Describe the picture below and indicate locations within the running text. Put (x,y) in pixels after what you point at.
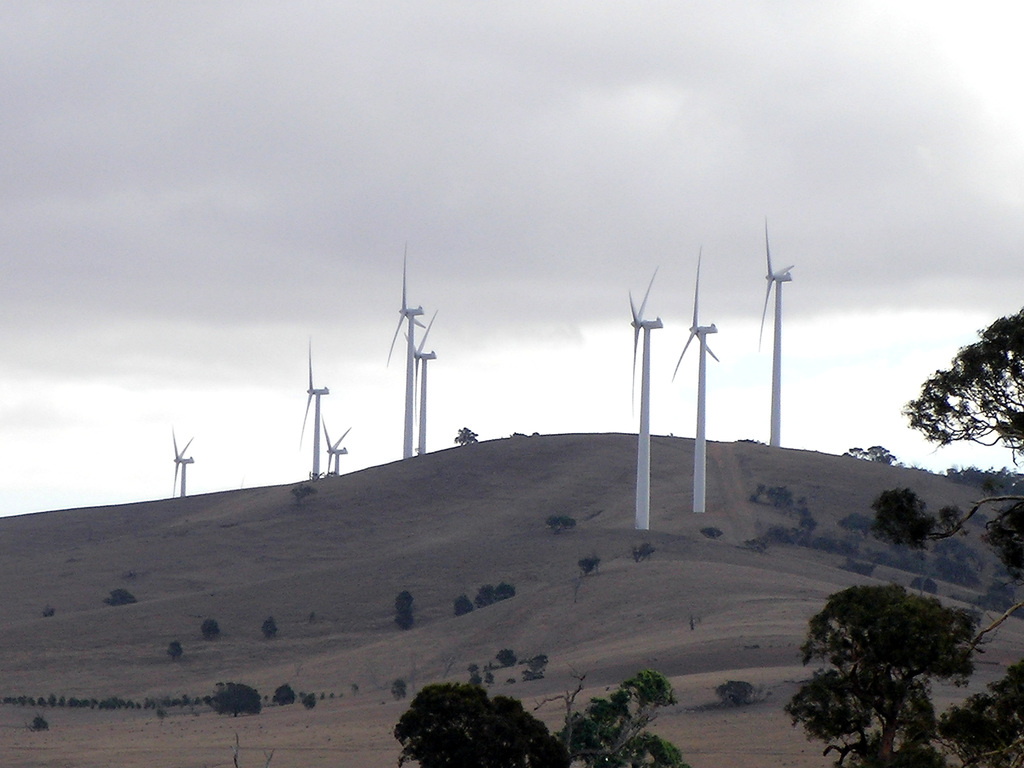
In this image I can see many windmills (640,456) are on the hill (334,542). I can also see few plants (511,680) on the hill (493,614). To the right (945,629) there are trees (945,629). In the back (381,225) I can see the clouds (589,308) and the sky (609,328).
